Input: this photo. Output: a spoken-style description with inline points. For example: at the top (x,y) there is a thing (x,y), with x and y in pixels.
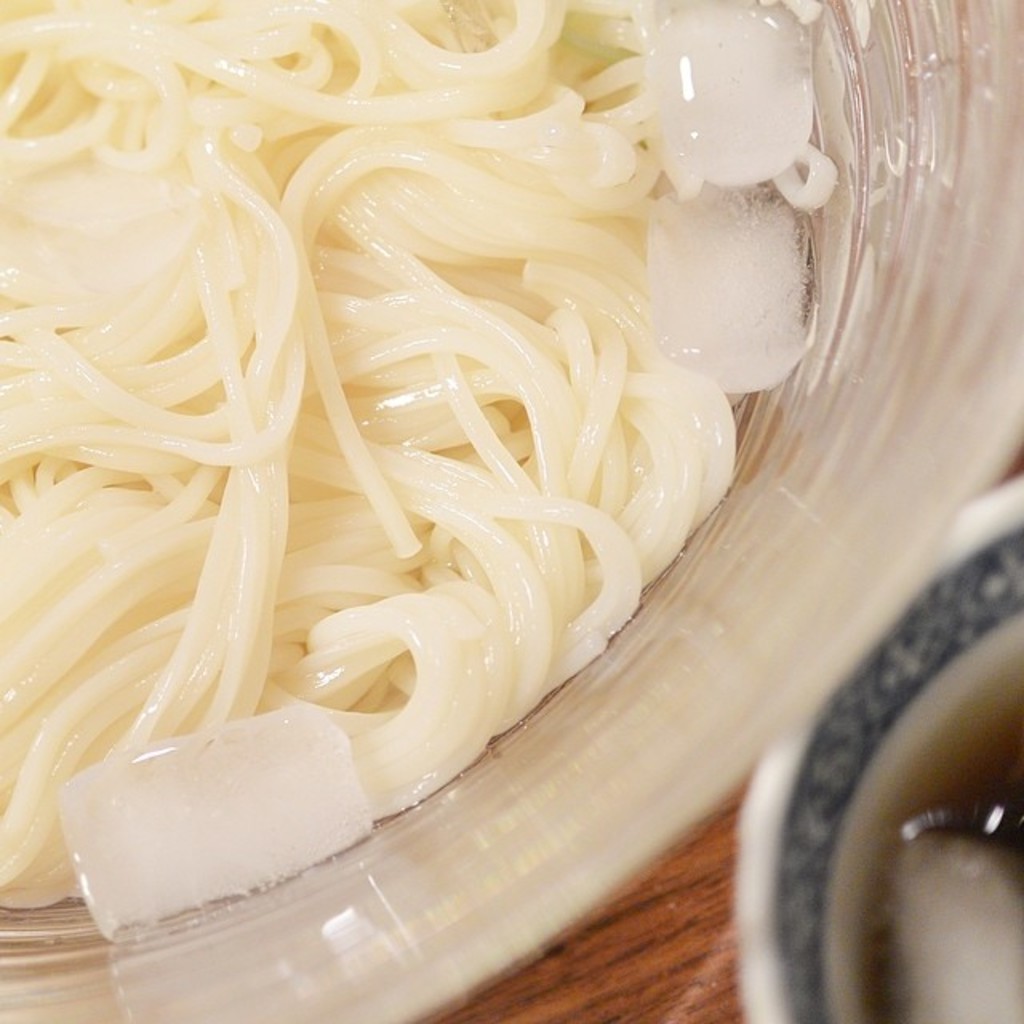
In this image we can see food items (398,450) in a bowl (819,641). In the bottom right (862,852) we can see a cup (905,845) with liquid (915,821) in it. At the bottom (670,876) we can see a wooden surface (640,885).
